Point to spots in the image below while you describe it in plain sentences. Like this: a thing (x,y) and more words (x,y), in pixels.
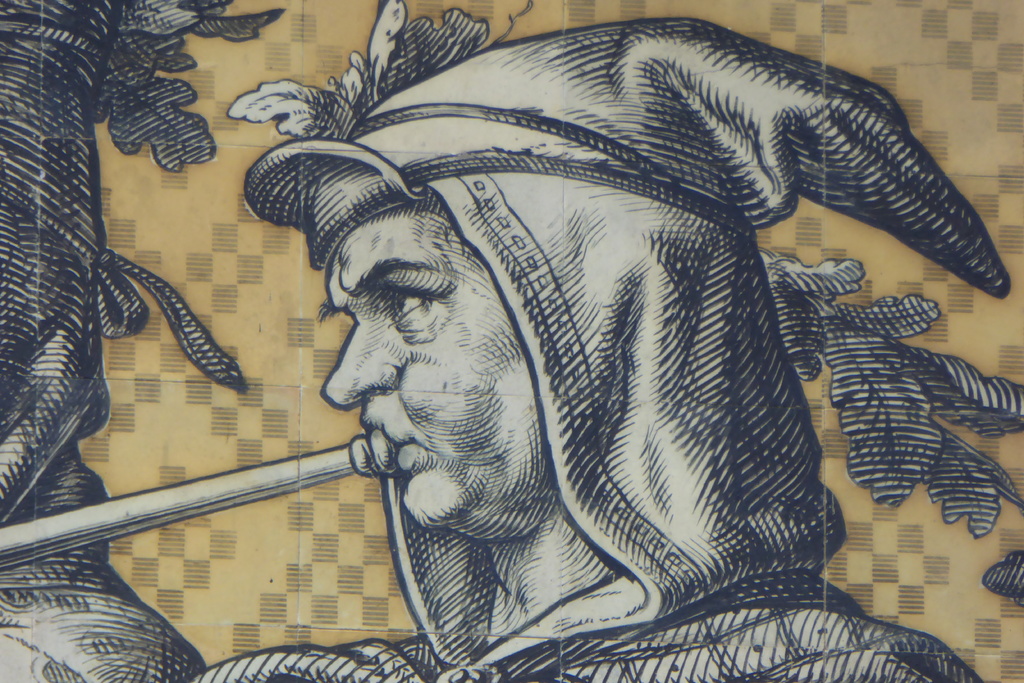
In this picture we can see a person (752,110) wearing a cap (705,486) attached to his dress (696,670). This person (620,617) is playing a musical instrument (33,530). We can see some art (60,664) on a creamy background (881,269).
